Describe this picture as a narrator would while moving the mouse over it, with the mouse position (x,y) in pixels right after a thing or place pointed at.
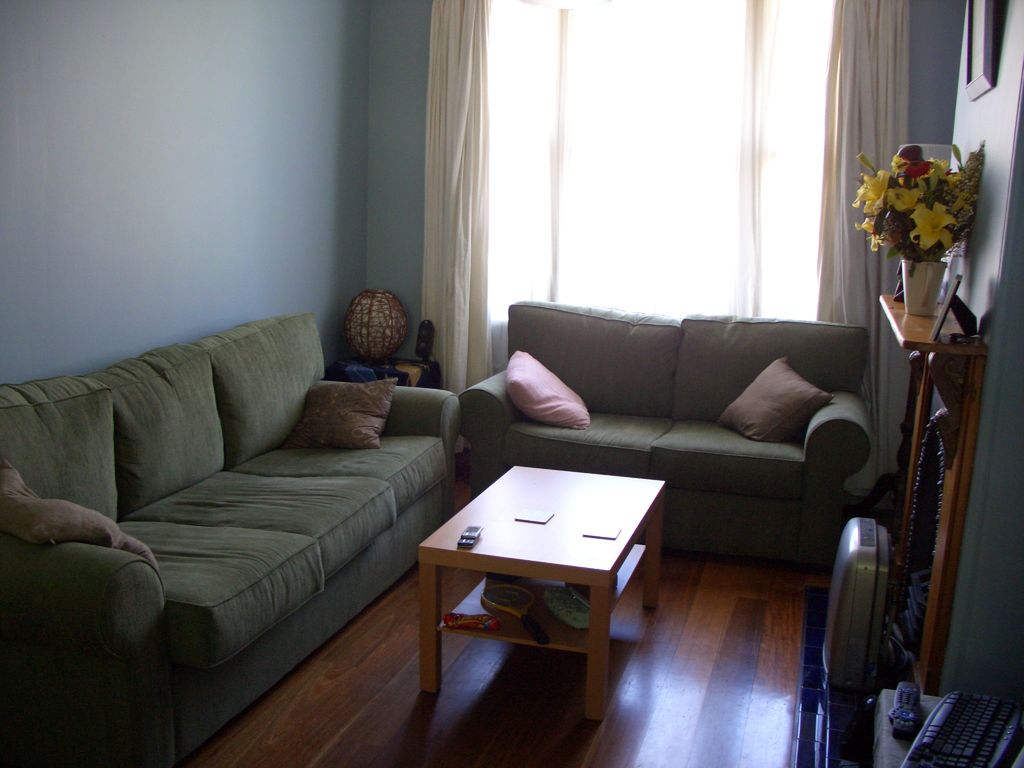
In this room (231,74) we can able to see couches (486,394) with pillows (526,393). At the corner there is a table (410,376), on this table (397,364) there is a decorative item (384,350). In-front of this couch (406,552) there is a table (542,574), on this table (443,542) there is a racket (510,588), mobile (468,542) and things (554,604). On this furniture (942,353) there is a plant (937,235) and picture (943,310). At the right side of the image (884,762) there is a table (897,747), On this table (883,749) there is a remote (910,732) and keyboard (971,734). This is window (593,128) with curtain (442,137). A picture (982,78) on wall (994,93). This floor (739,633) is made with wood (710,676).
